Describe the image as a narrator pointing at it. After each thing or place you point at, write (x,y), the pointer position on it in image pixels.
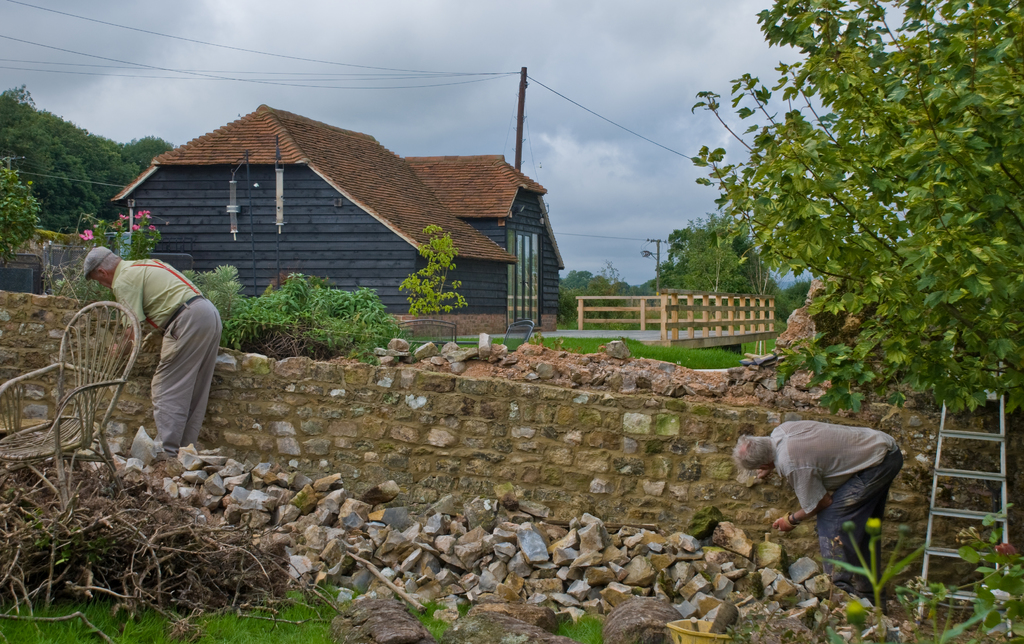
In this picture I can see there are two people (184,423) standing at the wall (421,474) and there is grass (215,623) on the floor (201,621), there are twigs (126,570) and a wooden chair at left (108,561), there are few rocks (522,566), a ladder (945,470) at the right side (787,588). There is a tree (804,226) and a building (356,279) in the backdrop (338,278), there is a bridge (691,344) and a pole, there are trees (151,141) at left (64,152) and the sky (326,59) is cloudy.
